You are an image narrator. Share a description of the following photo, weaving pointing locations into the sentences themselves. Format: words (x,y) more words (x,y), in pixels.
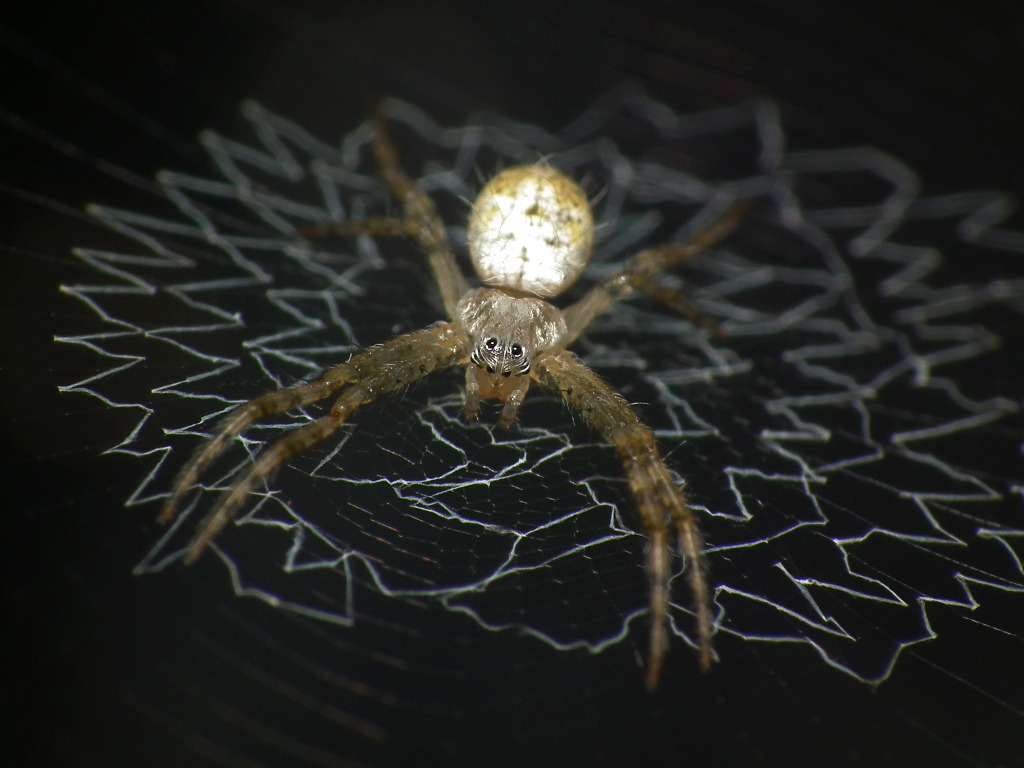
In the middle of the image (468,293) there is a spider (469,414) and there is a spider web (822,513). In this image the background (117,93) is dark in color.
